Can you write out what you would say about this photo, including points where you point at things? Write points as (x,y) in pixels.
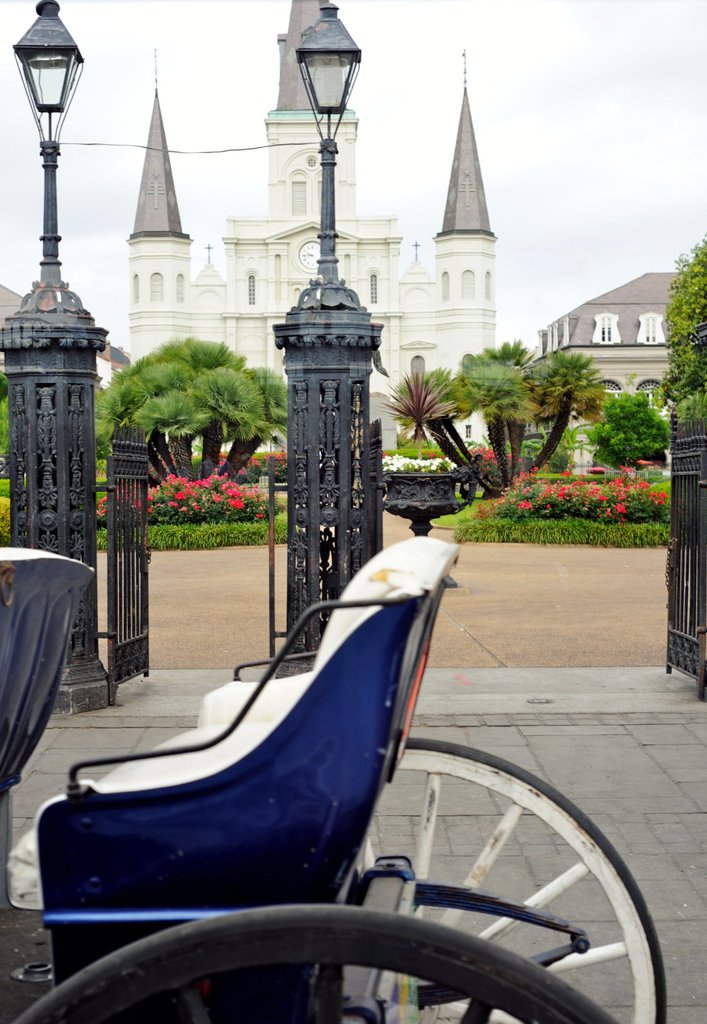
In this image we can see street light (66,55), gates (684,551), trees (542,451), plants (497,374), building (290,206), wall clock (303,250) and vehicle (175,799). In the background (552,178) there are clouds (457,110) and sky (587,84).
